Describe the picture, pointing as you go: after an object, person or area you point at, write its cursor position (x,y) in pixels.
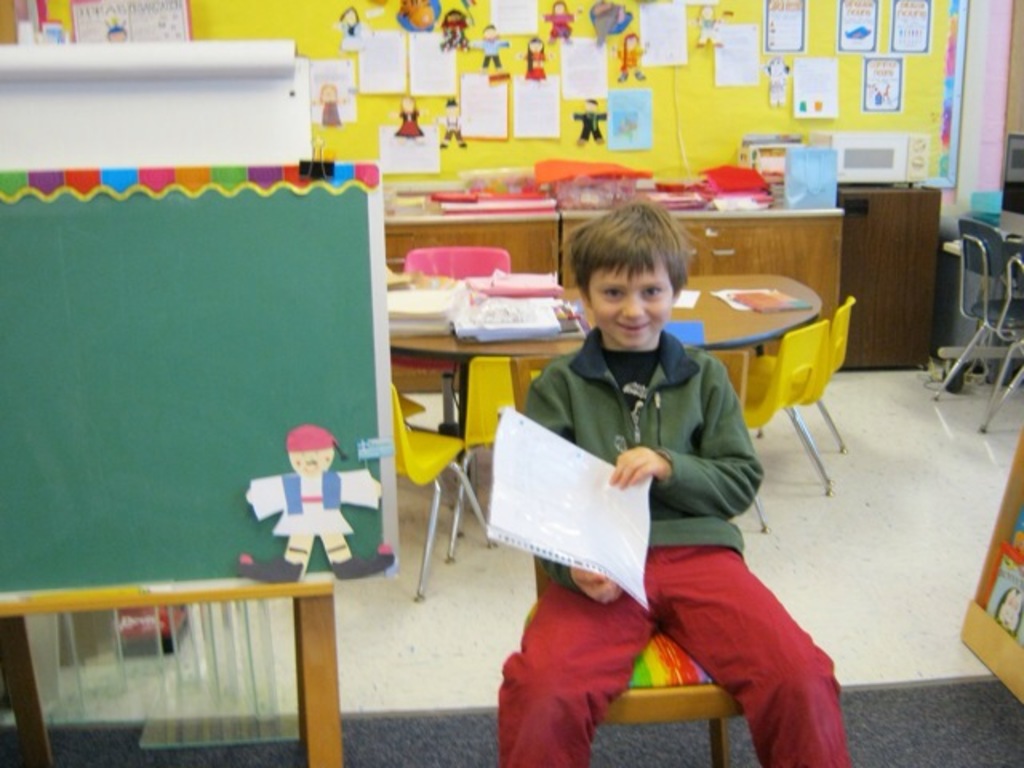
In the image we can see there is a person (634,310) who is sitting on chair (672,681).
